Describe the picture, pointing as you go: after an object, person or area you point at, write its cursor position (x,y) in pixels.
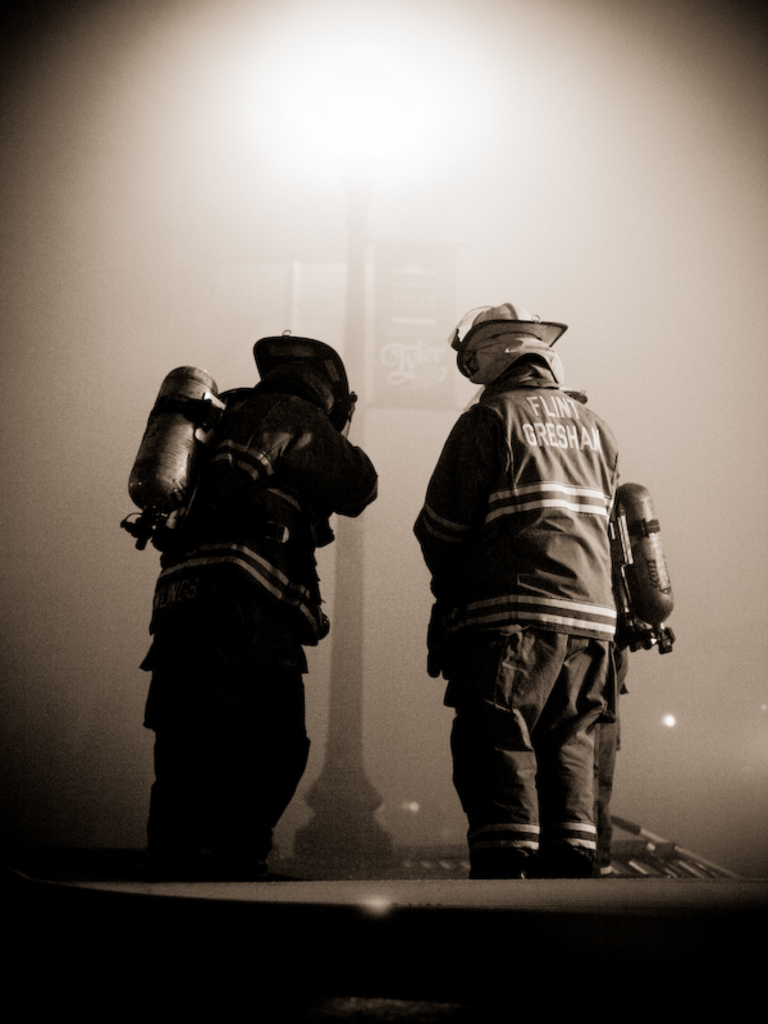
In this image we can see few people (476,566) wearing firefighter suits (476,566). Two persons (476,566) are wearing cylinders (647,549). Two persons (355,462) are wearing helmets (486,327). In the back (218,191) it is smoky. And there is a pillar (353,575). Also there is an object (414,336) like a paper (410,346) with text (404,378).
